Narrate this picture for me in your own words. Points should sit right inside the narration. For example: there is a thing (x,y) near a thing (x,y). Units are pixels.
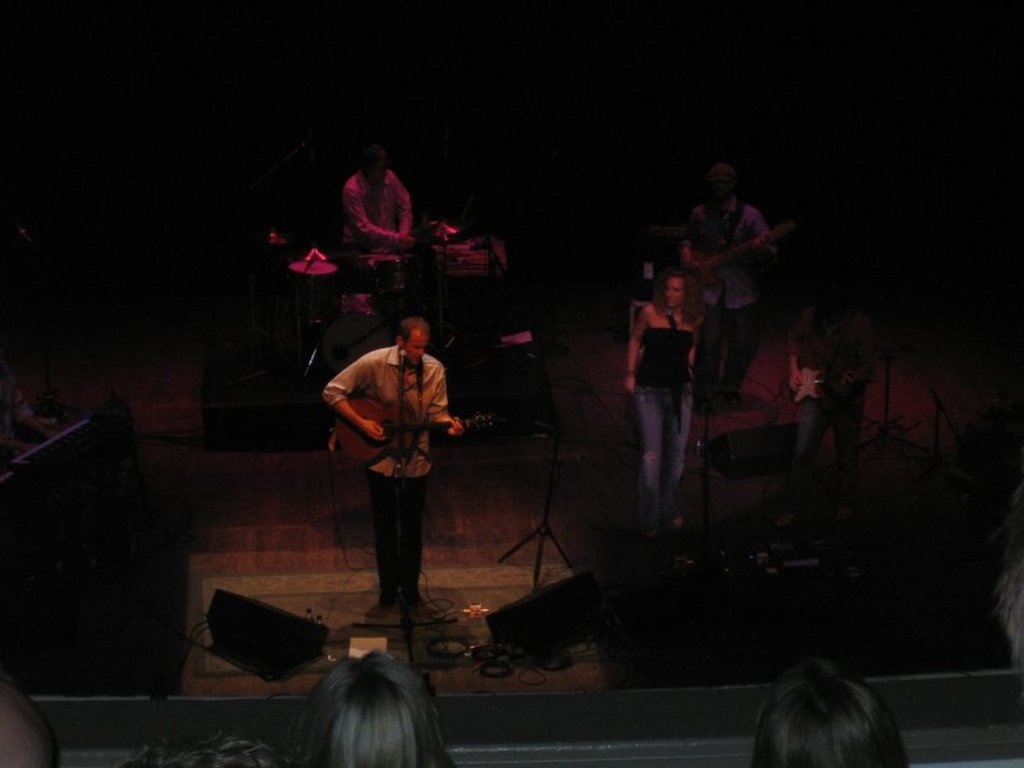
In this picture there is a music band (383,370) playing different musical instruments (396,408) in their hands (459,427). There is a woman (656,377) singing on the floor (510,522). In the background (181,227) there is completely dark.
